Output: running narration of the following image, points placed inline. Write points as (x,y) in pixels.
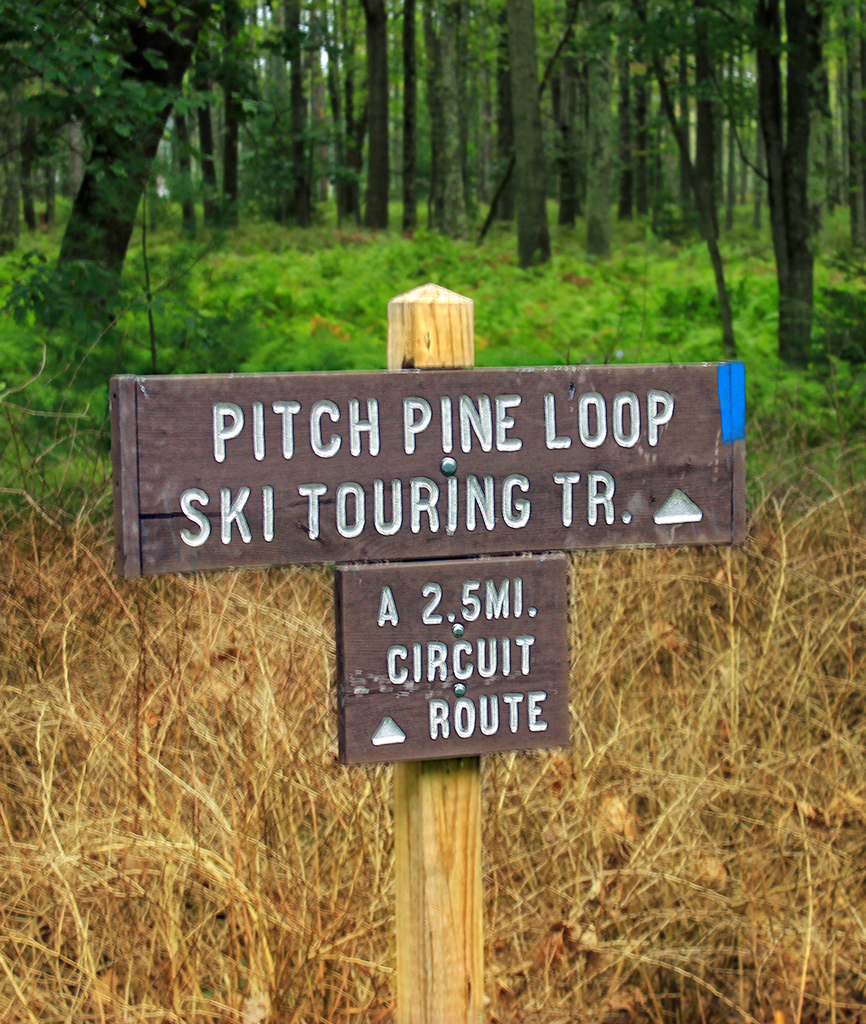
In this image, we can see a signboard (294,501) and in the background (218,105), there are many trees (531,133).
